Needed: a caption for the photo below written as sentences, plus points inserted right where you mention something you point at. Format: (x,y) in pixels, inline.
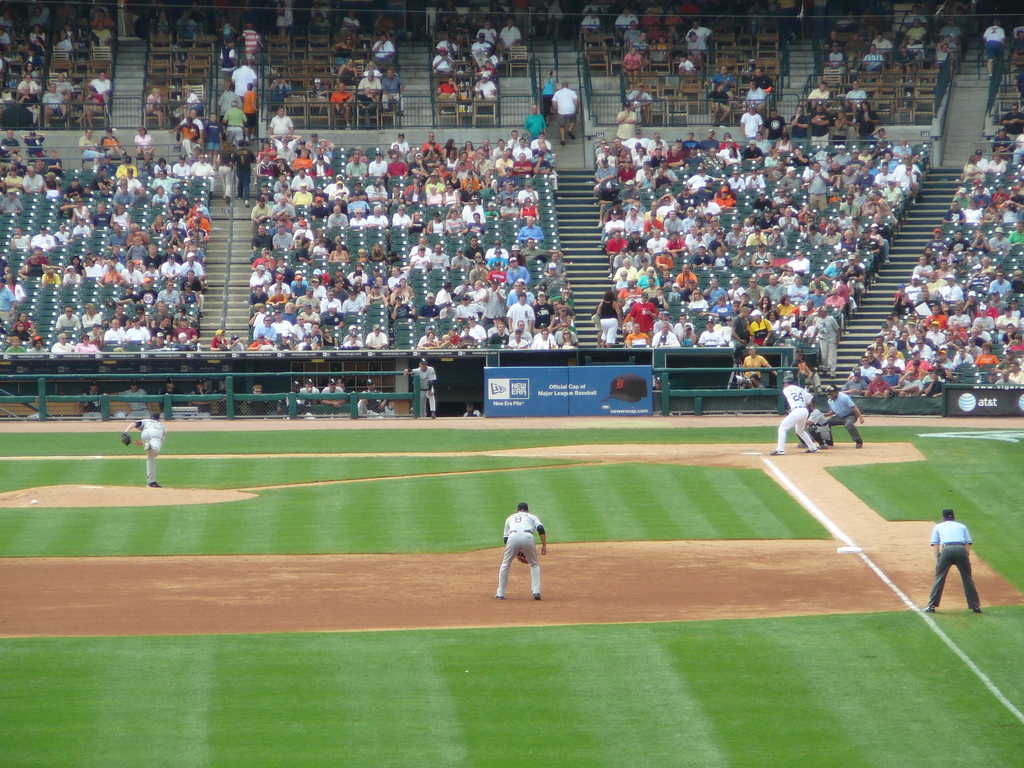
People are playing baseball in a stadium (570,520). People (724,315) are seated at the back (516,257) watching the game.
